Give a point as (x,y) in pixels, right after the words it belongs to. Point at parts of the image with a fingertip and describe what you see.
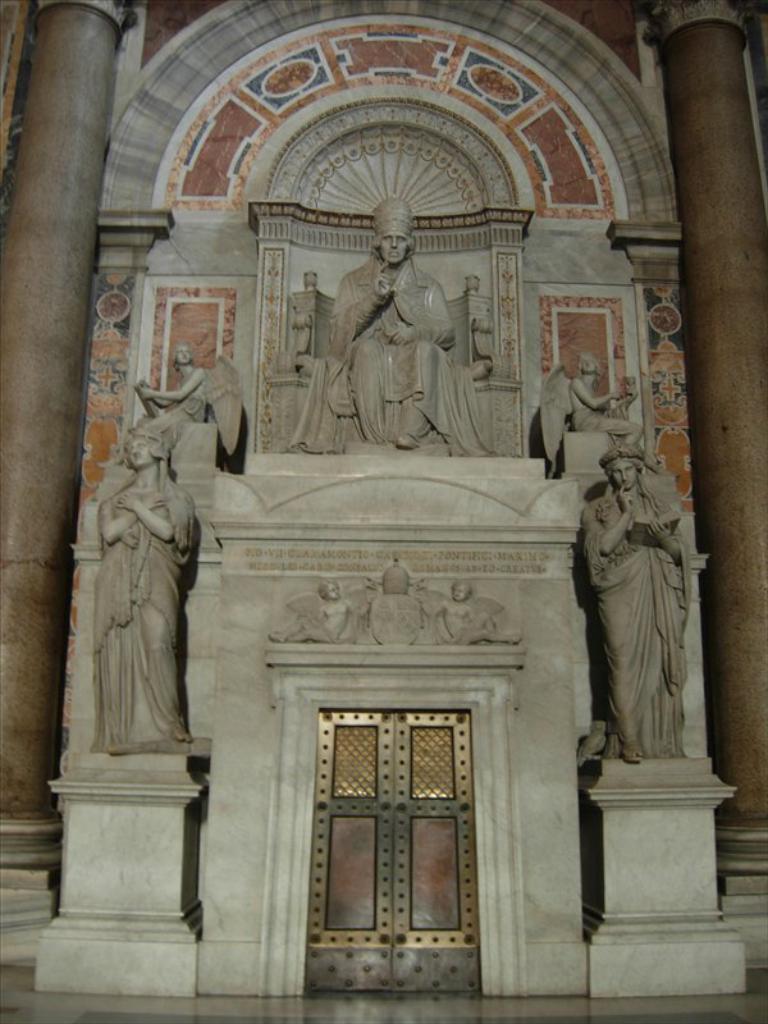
In this image we can see an interior of the building (711,427). There are many sculptures (424,319) in the image. There is an arch (386,66) and marble design (477,101) in the image.
